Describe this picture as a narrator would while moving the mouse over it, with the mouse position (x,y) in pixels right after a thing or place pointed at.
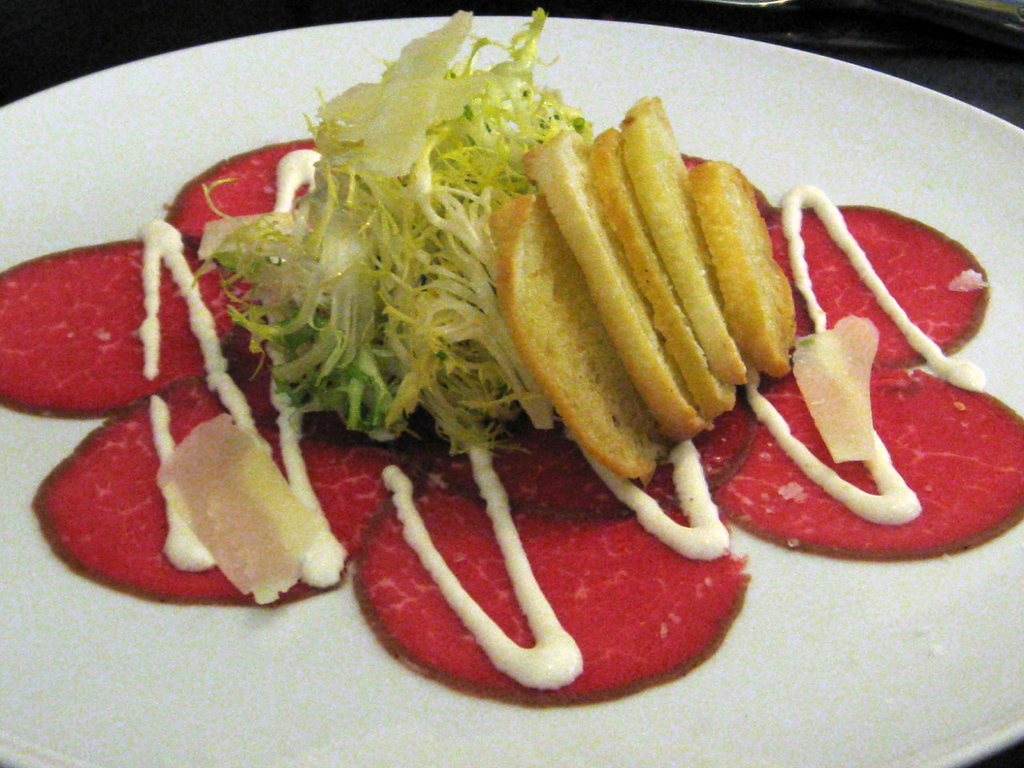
In this image there is a food item (416,293) placed on a plate (256,622).
